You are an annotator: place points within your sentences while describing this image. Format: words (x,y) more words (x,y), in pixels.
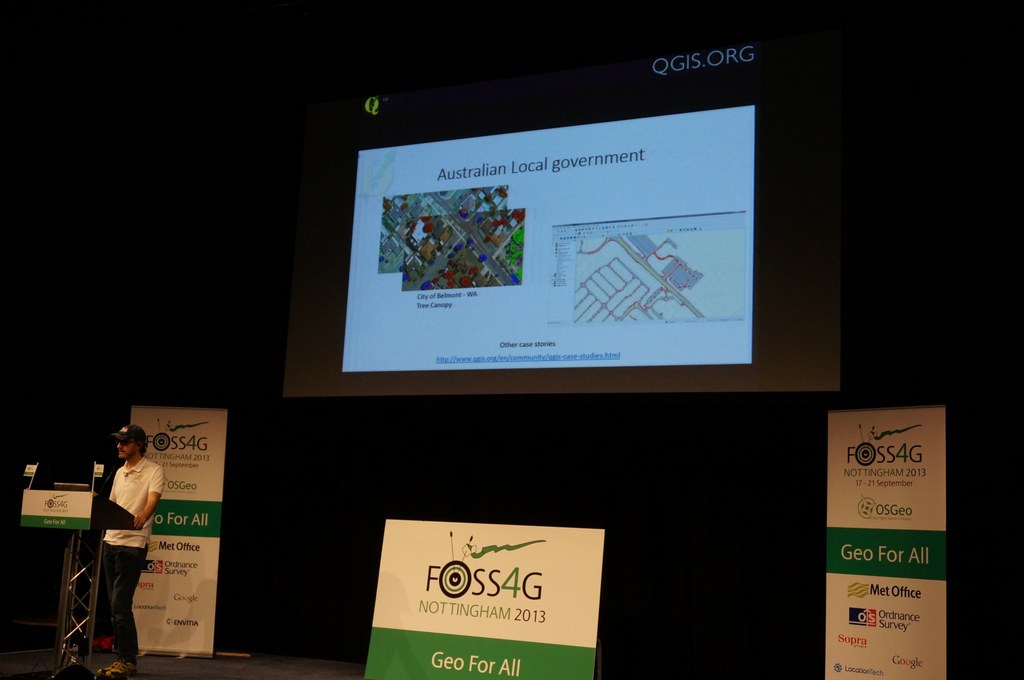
In this picture we can see a man (147,520), he wore a cap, and he is standing in front of the podium (104,511), in the background (171,529) we can see a projector screen (355,348) and few hoardings (160,585).
